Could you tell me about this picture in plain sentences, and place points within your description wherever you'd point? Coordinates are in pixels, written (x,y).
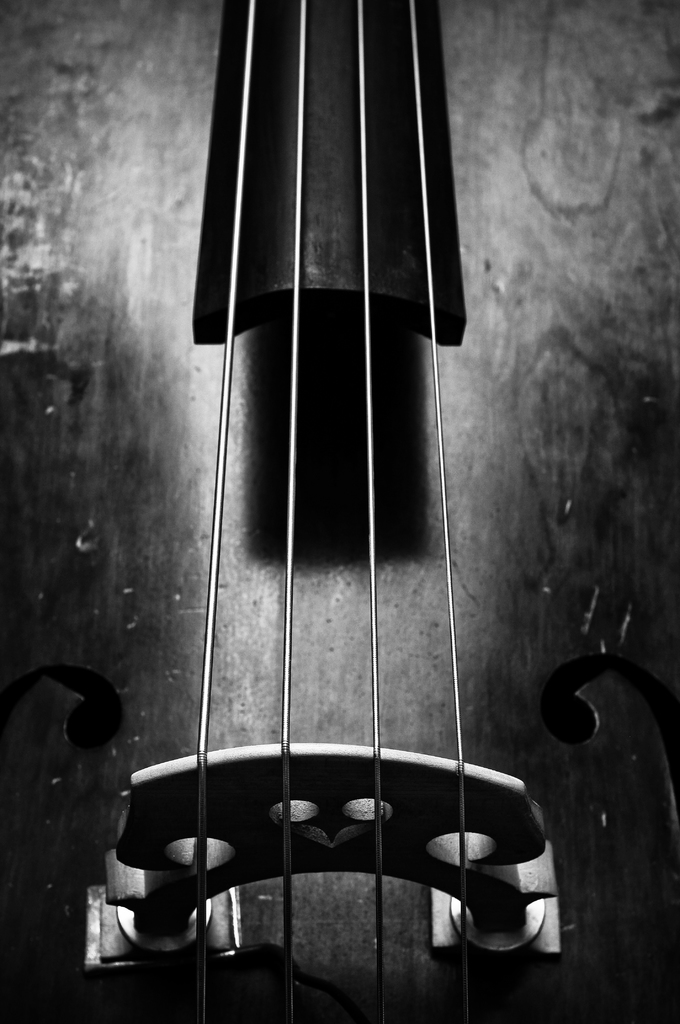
In this picture, it seems to be these are the strings (299,93) of a bowed instrument (410,390) in the image.
